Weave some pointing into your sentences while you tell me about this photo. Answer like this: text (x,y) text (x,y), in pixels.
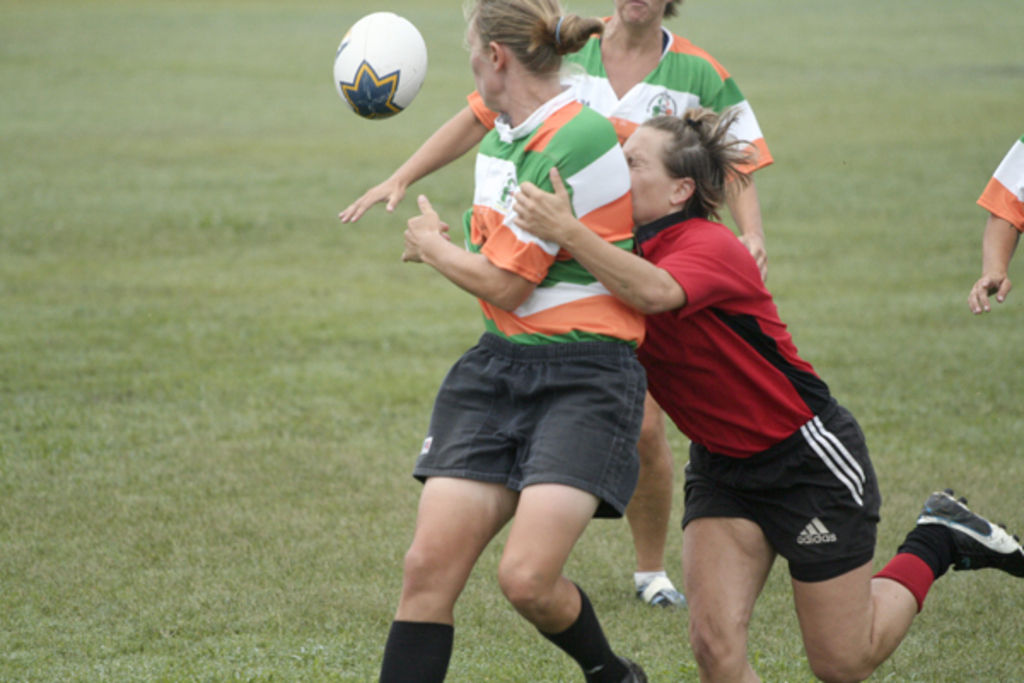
In this image I can see group of people (833,417). In front (541,147) the person (564,267) is wearing green, orange and white color shirt (535,178) and I can see the ball (375,116) in blue and white color. In the background (127,238) the grass (169,317) is in green color.
